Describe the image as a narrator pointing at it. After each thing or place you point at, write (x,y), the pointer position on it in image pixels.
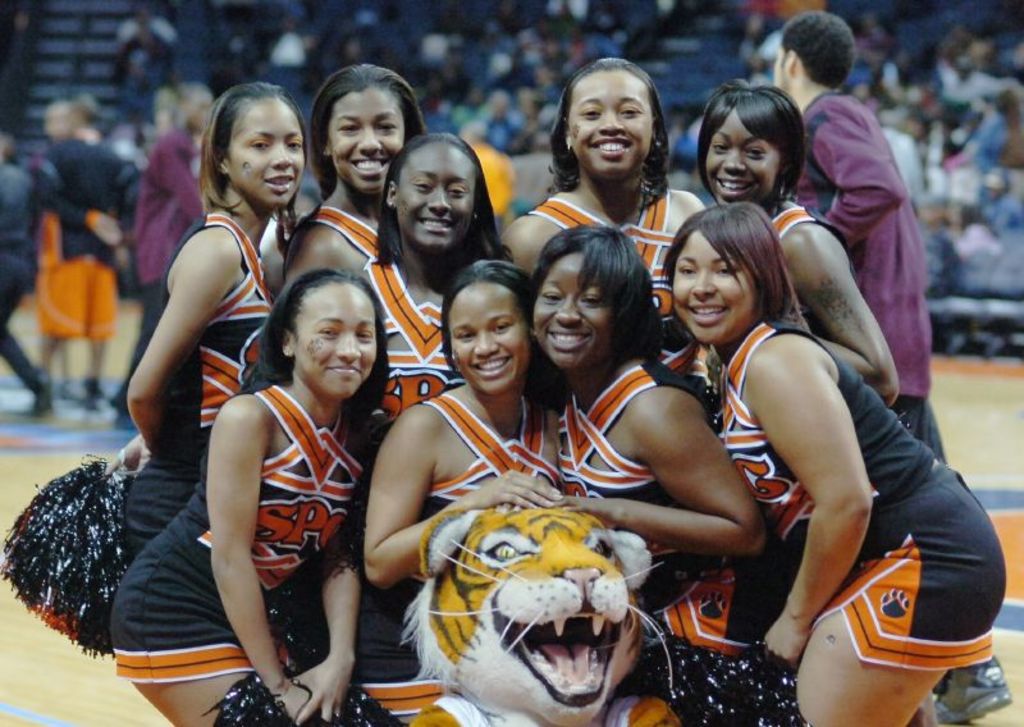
In this image there are few girls (442,413) with a smile on their face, behind them there are few people (187,210) standing and walking on the ground (53,402). In the background (314,58) there are few spectators (441,56).
